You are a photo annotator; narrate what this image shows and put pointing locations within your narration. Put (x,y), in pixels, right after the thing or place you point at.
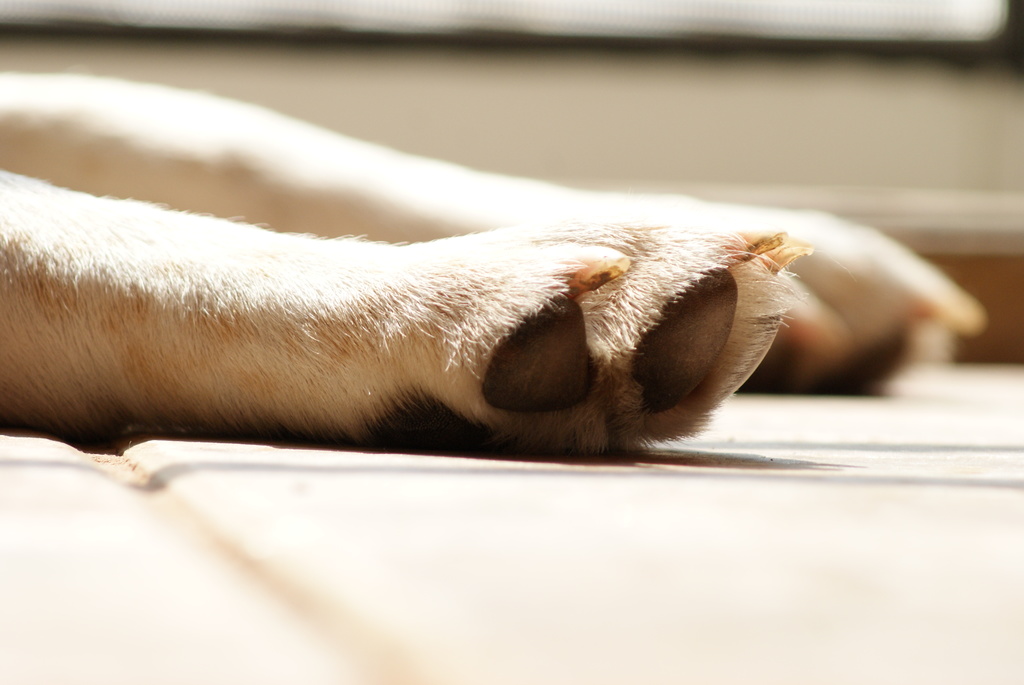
In the picture we can see a floor (529,511) on it we can see a legs (312,357) of the animal (299,350) with white color hair (376,322), paws (573,247) and nails (603,277) to it.
